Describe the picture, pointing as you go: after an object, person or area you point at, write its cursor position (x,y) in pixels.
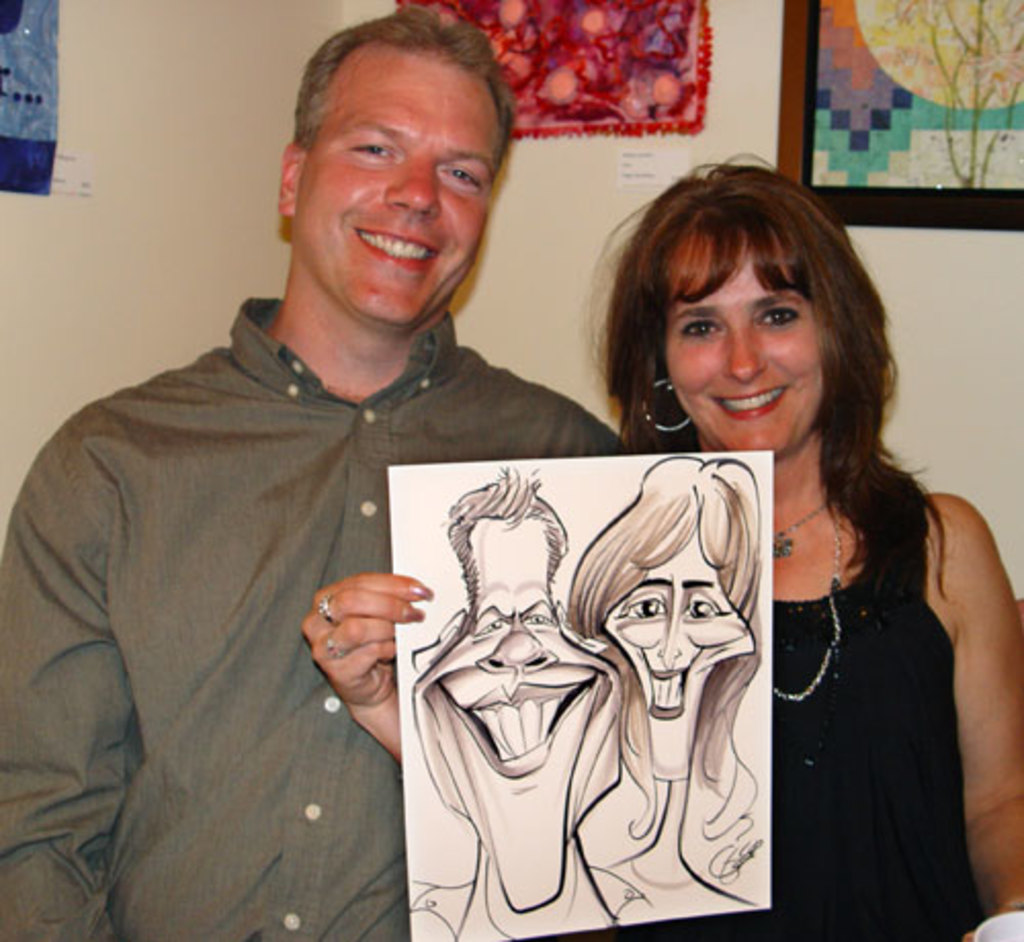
In this image there is a person (314,417) wearing a shirt (310,486). Beside him there is a woman (845,619) wearing a black top (808,671). She is holding a paper (612,641). There is a painting (586,691) on the paper (541,610). A picture frame (850,120) and few posters (22,177) are attached to the wall (495,298).
